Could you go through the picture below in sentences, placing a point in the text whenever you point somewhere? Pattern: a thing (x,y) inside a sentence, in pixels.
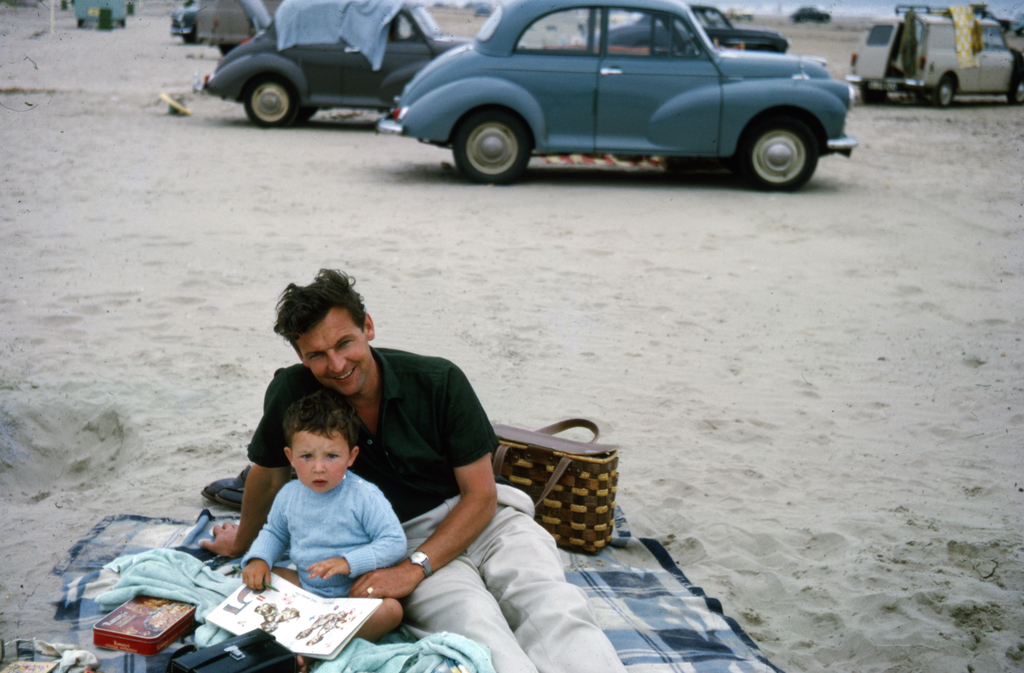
This is the man (429,517) sitting and smiling. I can see a boy (307,475) sitting on a bed sheet (616,602). These are the cars (739,51), which are parked. I can see a box (115,628), bags (279,653), book (301,602) and few other things (370,647), which are placed on a bed sheet (659,640). This is the sand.
